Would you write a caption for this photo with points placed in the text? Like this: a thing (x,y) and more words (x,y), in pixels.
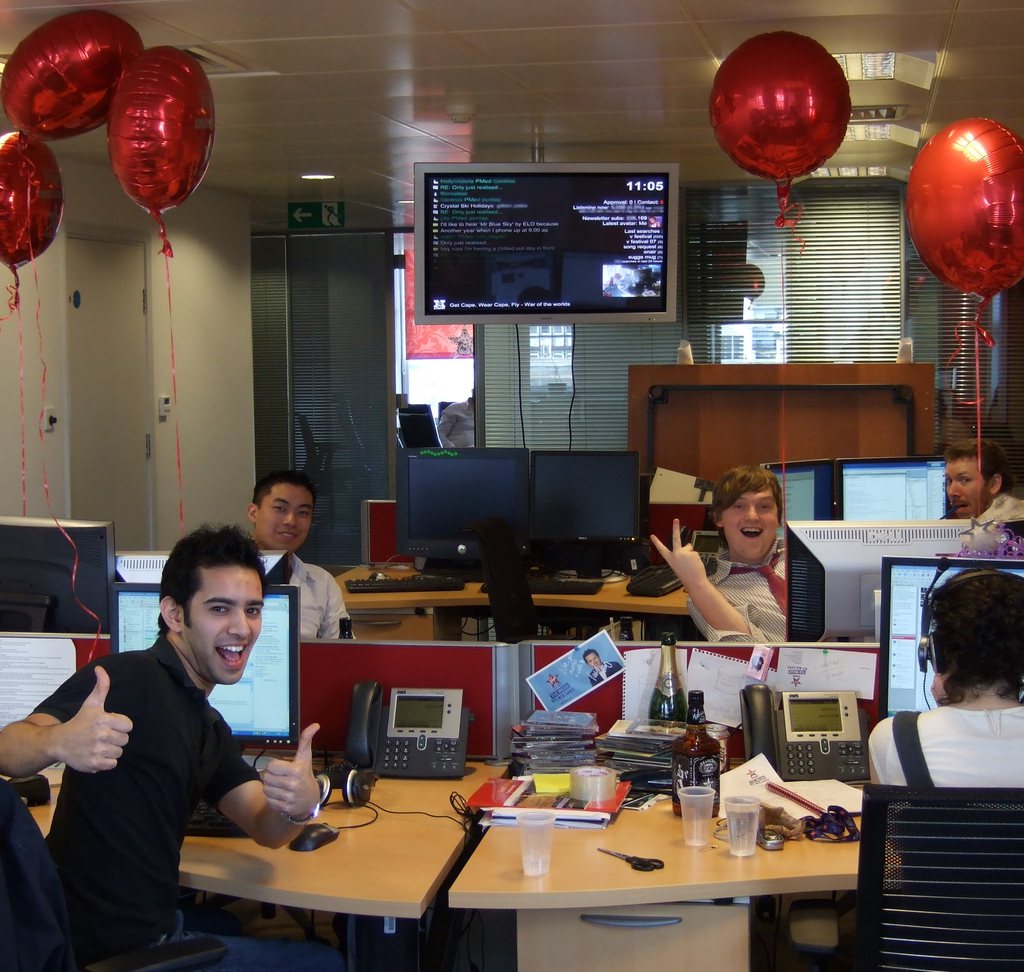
In this picture we can see some group of people (942,652) where person (206,763) is smiling here the person (946,651) wore headphone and in front of them we can see table (422,799) and on table (354,810) telephone (384,758), photos (578,672), bottle (695,716), glass (706,808), scissors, books (598,814), tape (598,774) and in the background (456,517) we can see monitors (438,465), screen (421,222), balloons (782,116) to the roof (878,161), window (766,284) with curtains (745,289).
